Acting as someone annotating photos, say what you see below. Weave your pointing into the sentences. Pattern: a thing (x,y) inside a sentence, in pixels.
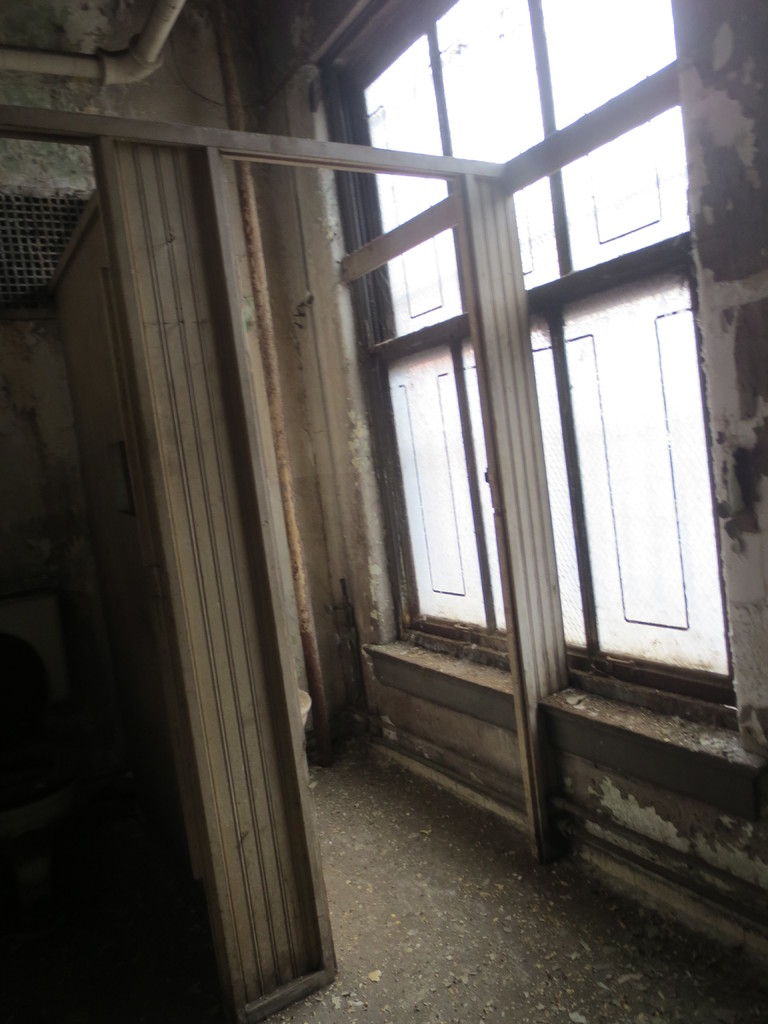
In this image we can see there is an inside view of the building (203,150). And there is a wall (33,469), window (655,138), pole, door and pipeline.
